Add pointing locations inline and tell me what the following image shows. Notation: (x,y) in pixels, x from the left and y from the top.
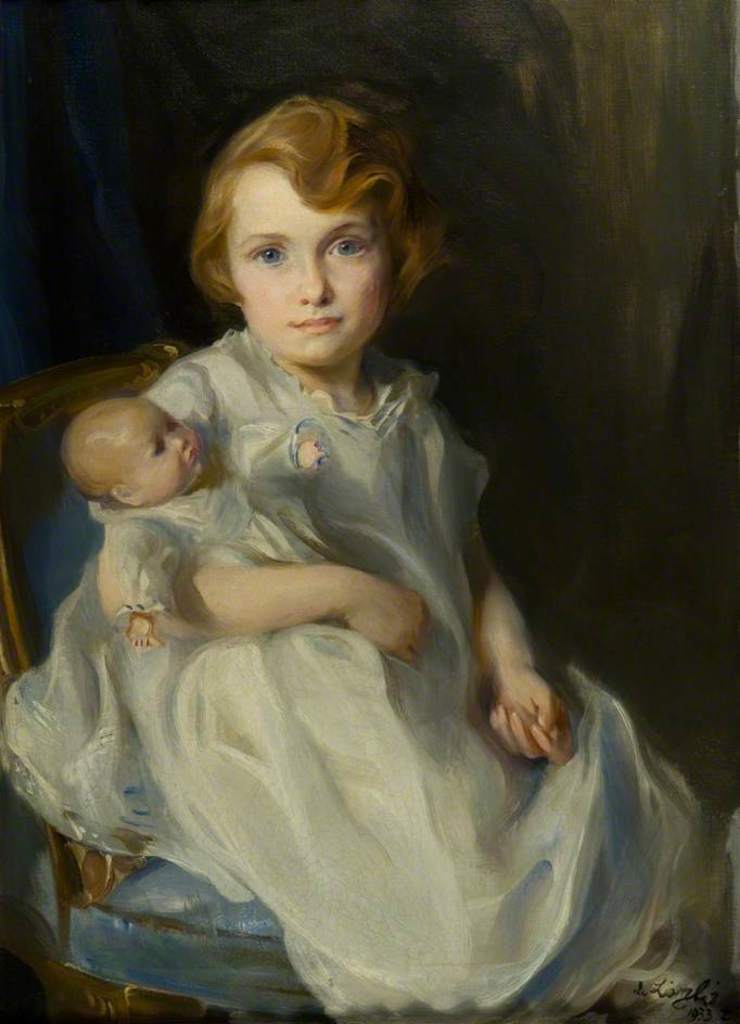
As we can see in the image there is a painting (315,483) of a girl (364,431) wearing white color dress (484,707) and sitting on chair (130,875). The girl (437,676) is carrying a doll (163,510).
